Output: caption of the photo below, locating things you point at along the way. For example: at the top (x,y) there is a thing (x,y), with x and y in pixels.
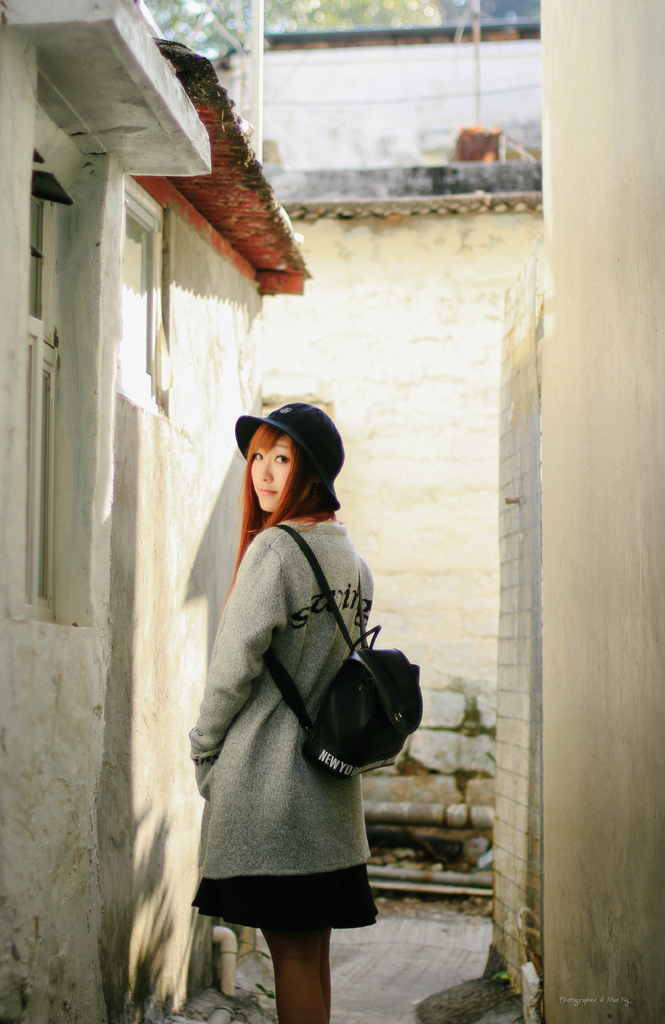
In this image, we can see a woman (314,855) is wearing a backpack (373,707) and seeing. There is a cap (309,430) on her head (297,455). On the left side (176,461), we can see a house (87,532) with windows (129,365). Background (382,390) we can see a wall (400,428). At the bottom of the image (584,1000), we can see a watermark (592,1004). Here we can see few pipes (432,810). Top of the image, we can see few rods (258,60).
